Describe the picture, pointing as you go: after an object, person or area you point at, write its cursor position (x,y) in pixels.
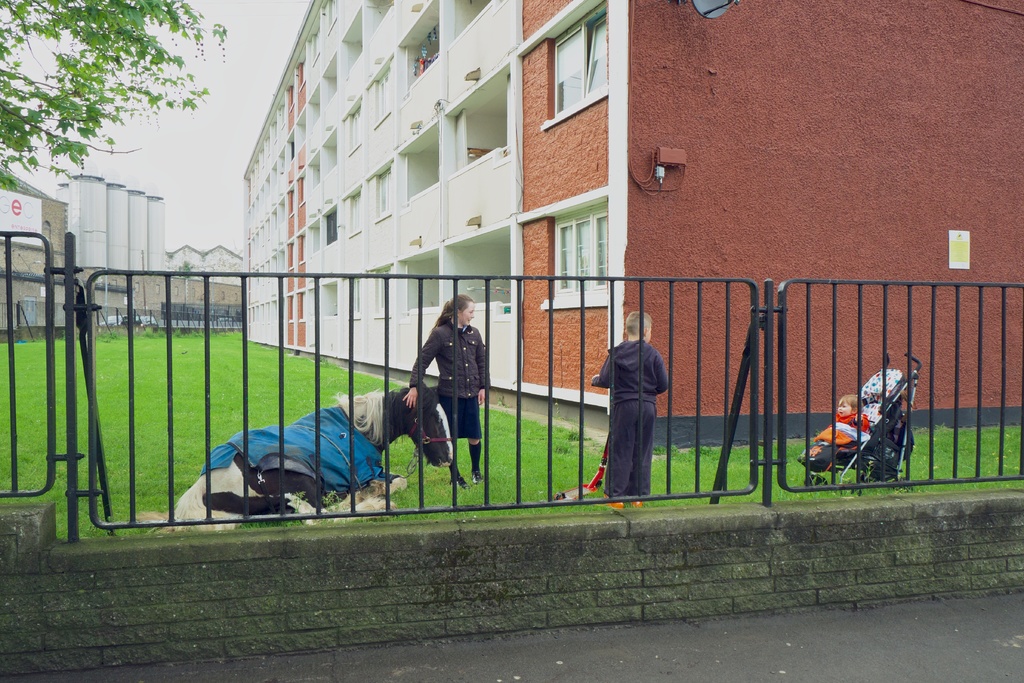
At the bottom (757,649) we can see road (868,616) and fence (72,394). In the background (363,252) there are buildings (391,97), windows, some objects (674,157) on the wall (648,182) and on the left (36,187) we can see a hoarding (36,206), tree (56,168), fence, buildings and sky (20,51). There is a woman (482,382) and a person (621,401) holding an object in the hands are standing on the ground (504,419) and there is a horse (397,414) lying on the grass (255,416) and a kid (863,423) sitting on the stroller (874,435) on the ground (111,492).
